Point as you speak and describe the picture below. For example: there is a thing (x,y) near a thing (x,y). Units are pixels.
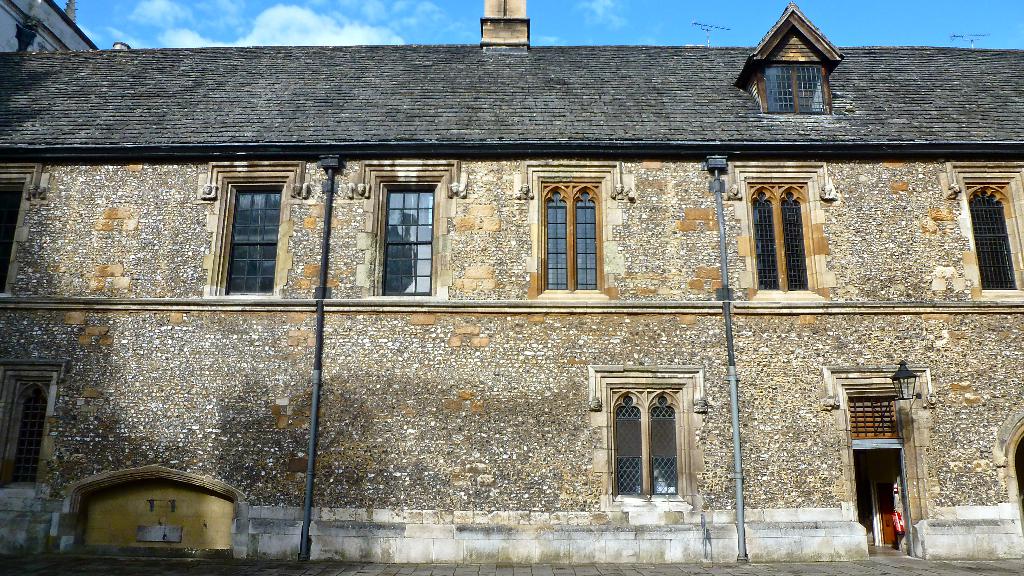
There is a stone building (833,432). There is a door (887,518) and a lamp (898,381) at the right (853,424). There are windows (999,237).
